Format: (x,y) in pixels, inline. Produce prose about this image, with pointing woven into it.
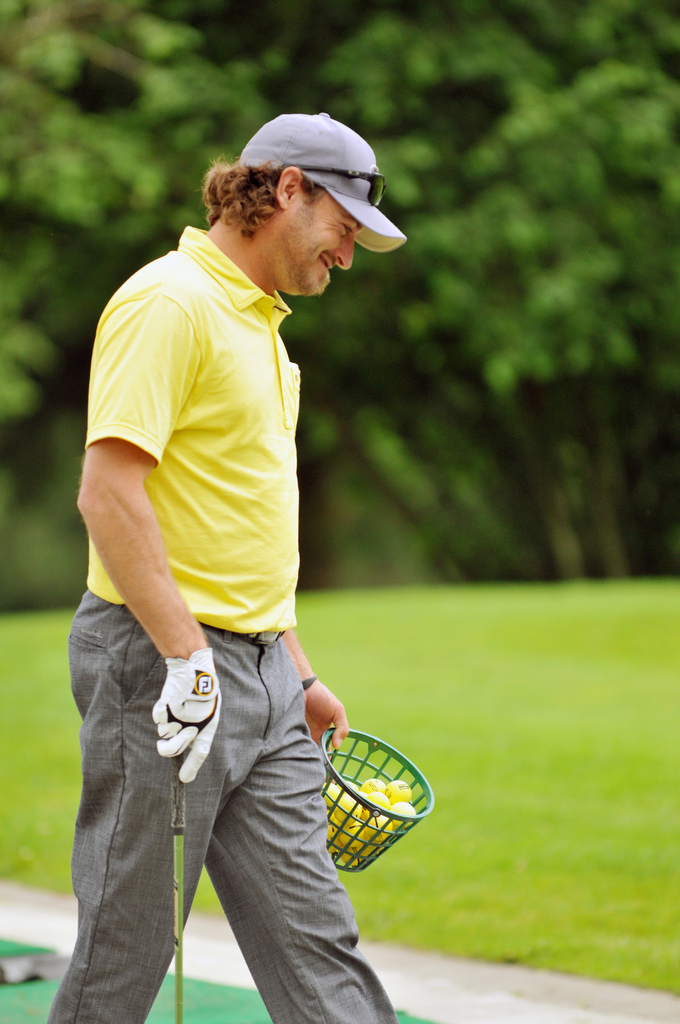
In this picture we can see a person (284,672) holding balls basket (348,800), another hand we can see stick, side we can see grass (506,635) and trees (469,275).
